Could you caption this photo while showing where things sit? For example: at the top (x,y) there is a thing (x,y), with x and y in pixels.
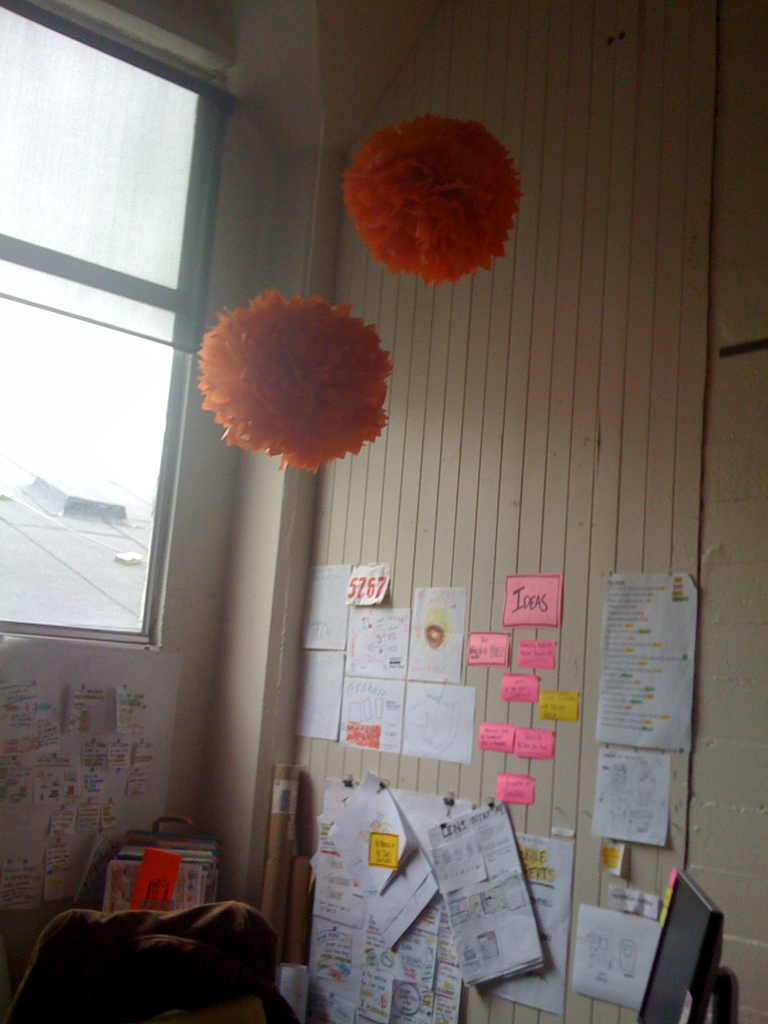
In this picture we can see few posters (522,646) on the wall (409,770), in the bottom right hand corner (665,942) we can see a monitor (707,949), in the middle of the image (316,429) we can see paper balls (360,432).
